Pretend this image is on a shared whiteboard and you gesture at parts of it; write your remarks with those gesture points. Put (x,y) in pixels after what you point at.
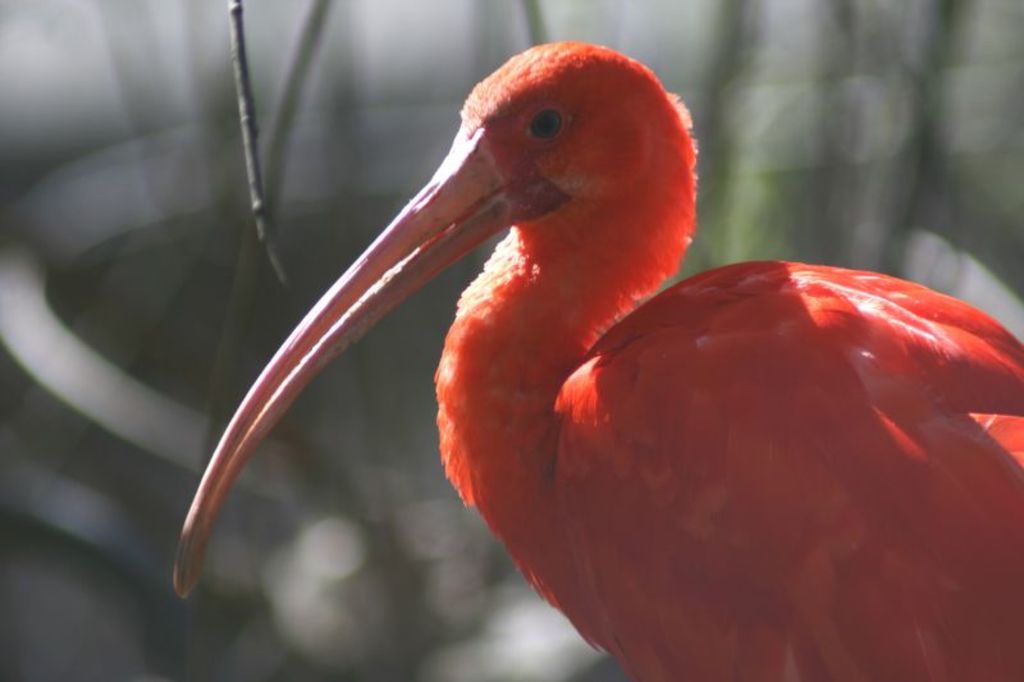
In this image I can see a bird (808,548) which is in orange color and I can see blurred background (118,207).
